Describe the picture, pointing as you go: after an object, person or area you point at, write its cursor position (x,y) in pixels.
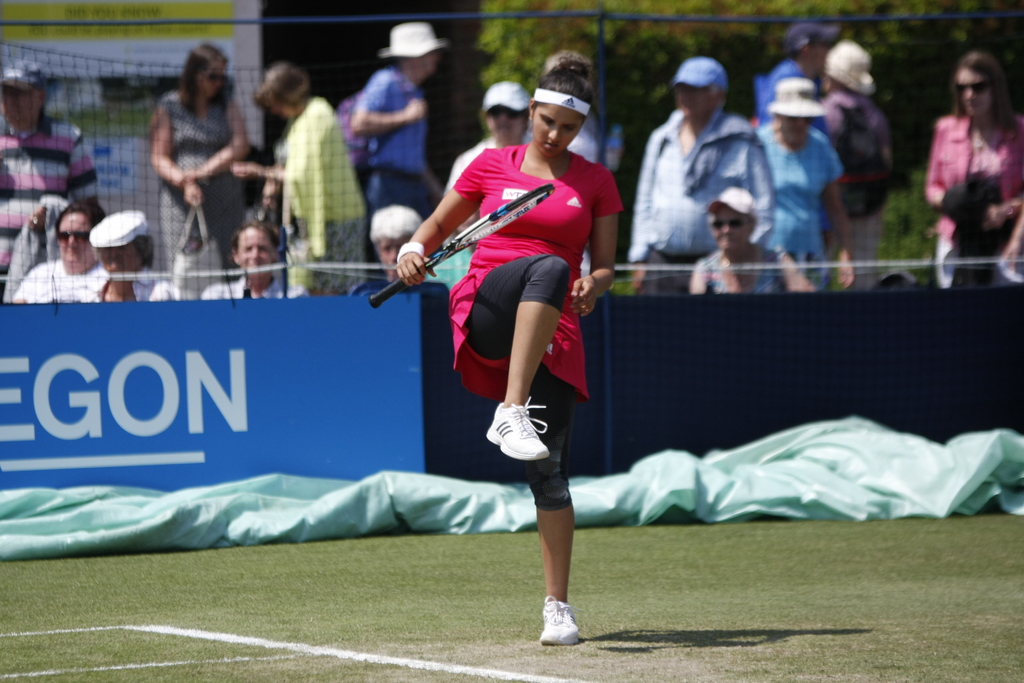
She is standing on a ground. She is holding a tennis racket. In the background (766,191) there is a group of people (730,134). They are seeing, Some persons (683,137) are wearing a cap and spectacle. There is a poster (224,19) and green color sheet (708,459) on the ground (741,540). We can see in the background (503,74) trees (547,58) and net (623,32).
